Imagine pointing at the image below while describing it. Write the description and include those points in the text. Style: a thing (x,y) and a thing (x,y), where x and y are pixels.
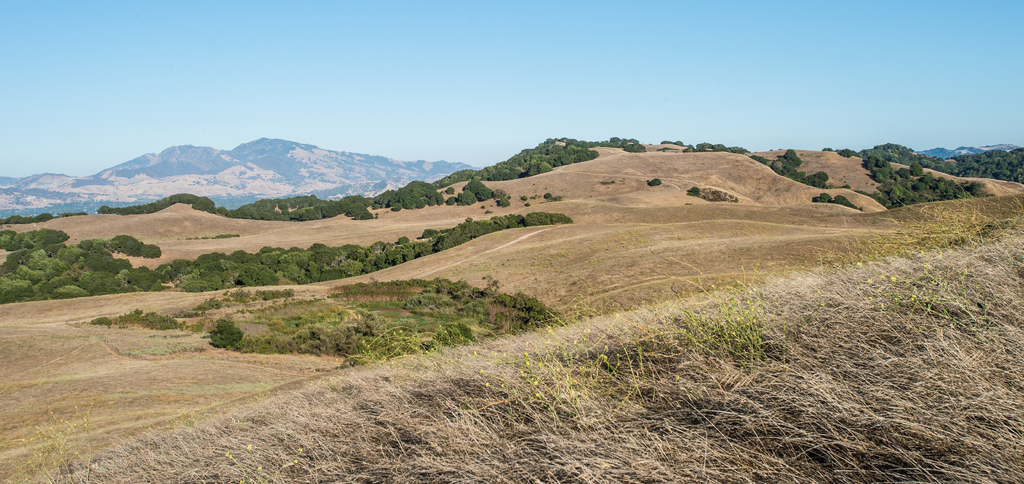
In this image we can see the mountains (555,260), trees (443,282), grass (668,300) and the sky (536,136).
